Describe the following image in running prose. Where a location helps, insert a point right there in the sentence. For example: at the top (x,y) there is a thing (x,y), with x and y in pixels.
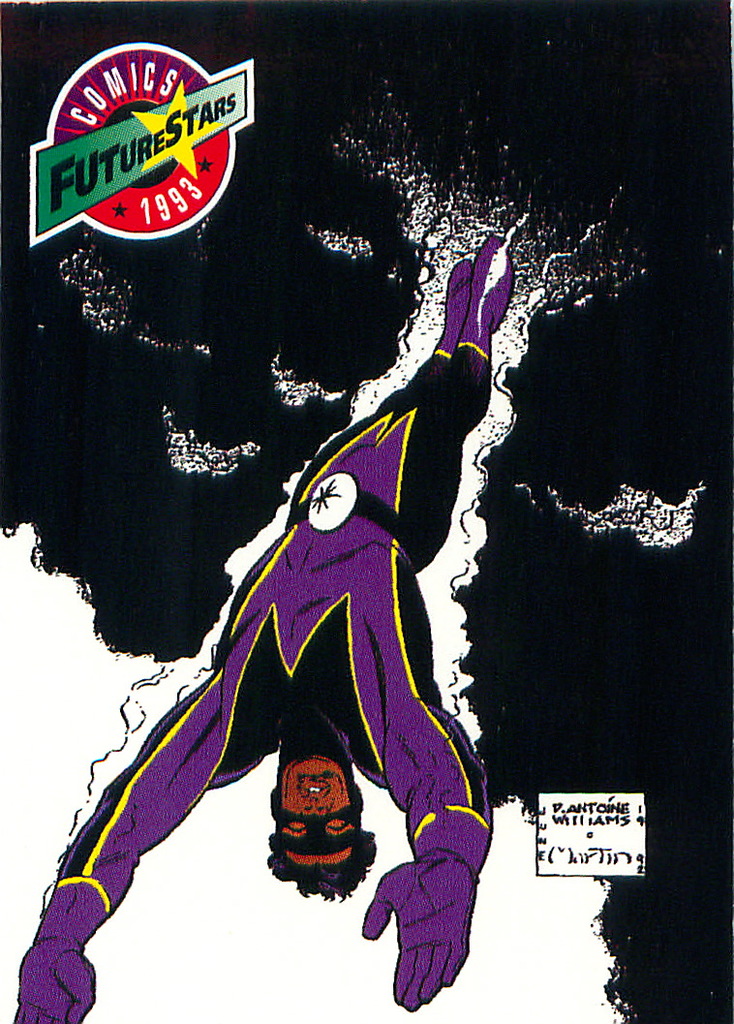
In this picture there is a poster (435,860) of a future star (132,850) in the image.
